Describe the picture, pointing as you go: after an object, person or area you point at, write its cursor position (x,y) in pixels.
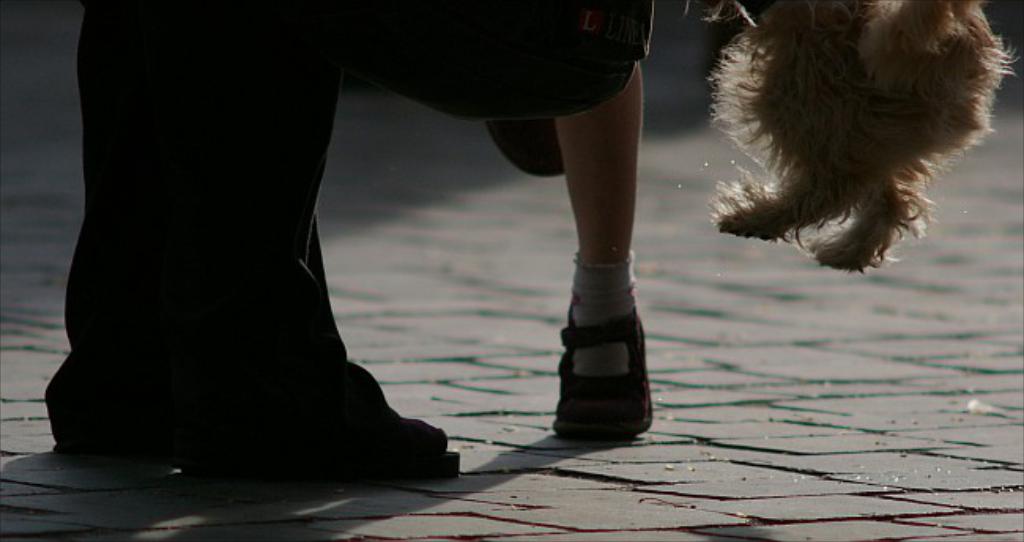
In this image I can see two persons (213,322) and a dog (811,221) on the road (676,390). This image is taken may be during a day on the road (698,434).
